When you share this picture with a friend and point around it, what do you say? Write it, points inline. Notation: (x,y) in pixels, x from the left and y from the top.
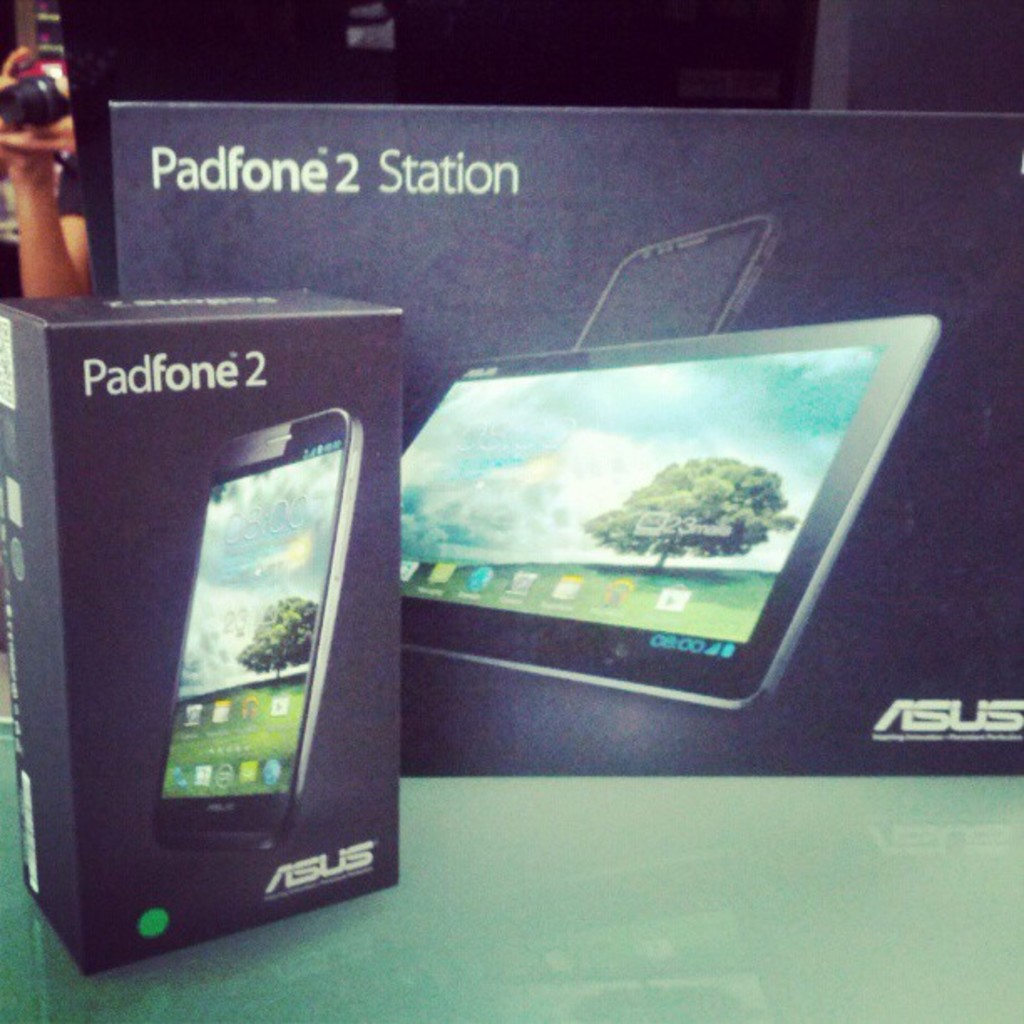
These are the 2 electronic device boxes (658,527) there are images (697,557) on them.
